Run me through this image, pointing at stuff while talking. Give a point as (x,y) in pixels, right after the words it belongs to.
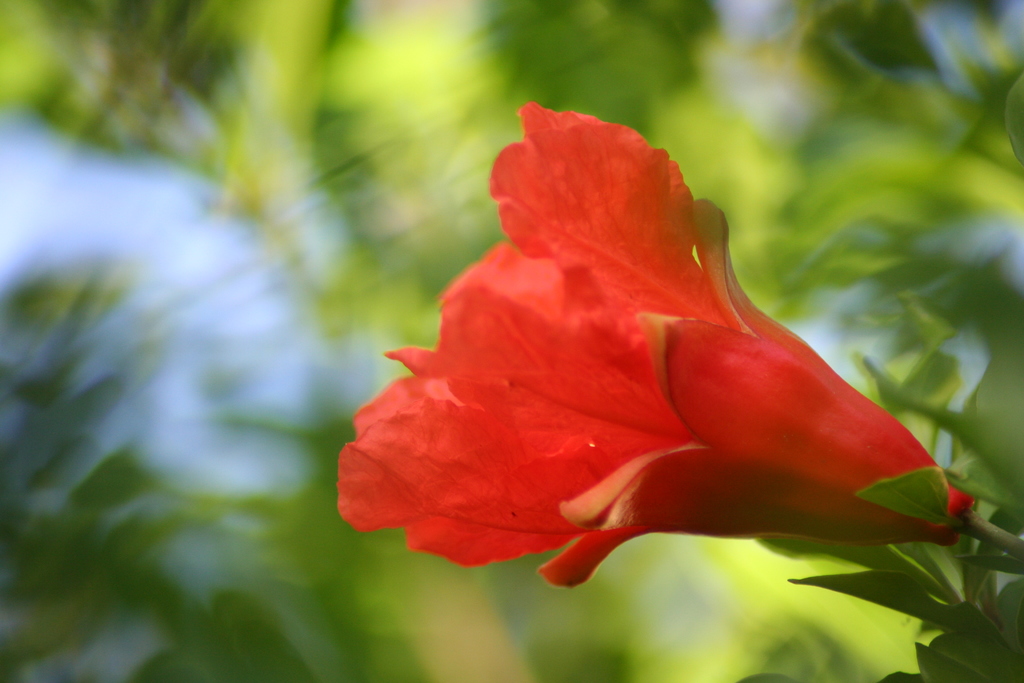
On the right of this picture (819,445) we can see a flower (662,442) and in the background (905,281) we can see the green leaves (315,48) and some other objects (75,367).
